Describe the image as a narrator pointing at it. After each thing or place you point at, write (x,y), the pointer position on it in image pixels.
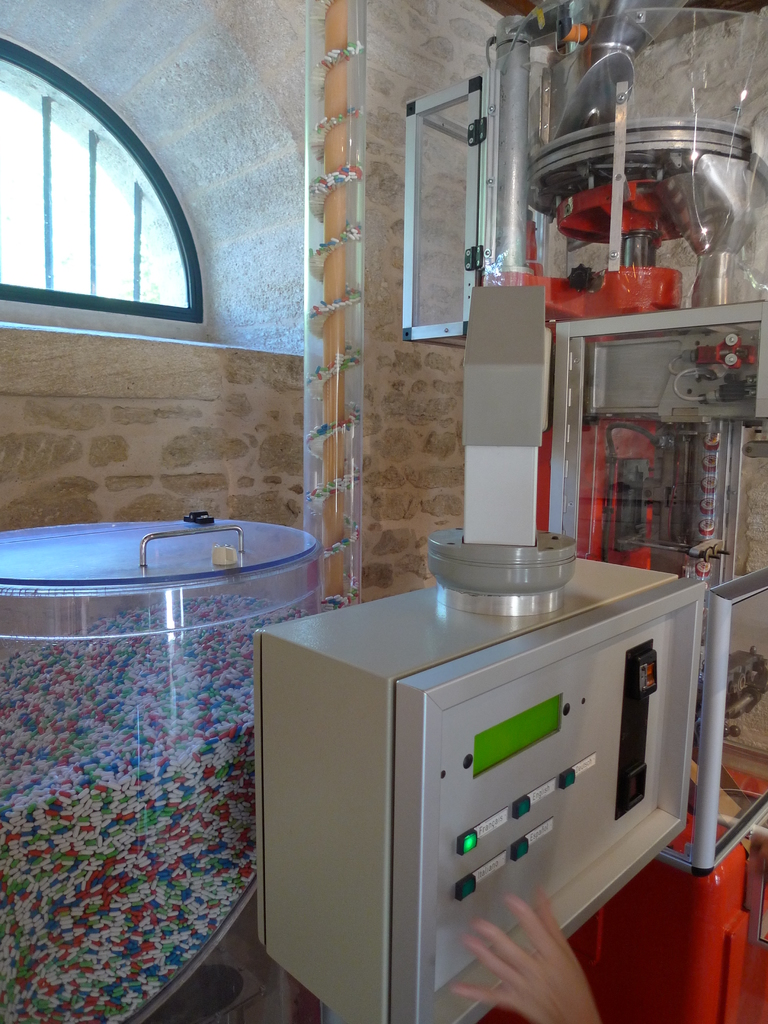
This picture is clicked inside. In the foreground (557,985) we can see the hand (561,983) of a person (561,943) and we can see the machines (510,497). On the left (41,721) there is a box (229,610) containing some items (239,809). In the background (294,80) we can see the wall (187,194) and a window (128,169).
